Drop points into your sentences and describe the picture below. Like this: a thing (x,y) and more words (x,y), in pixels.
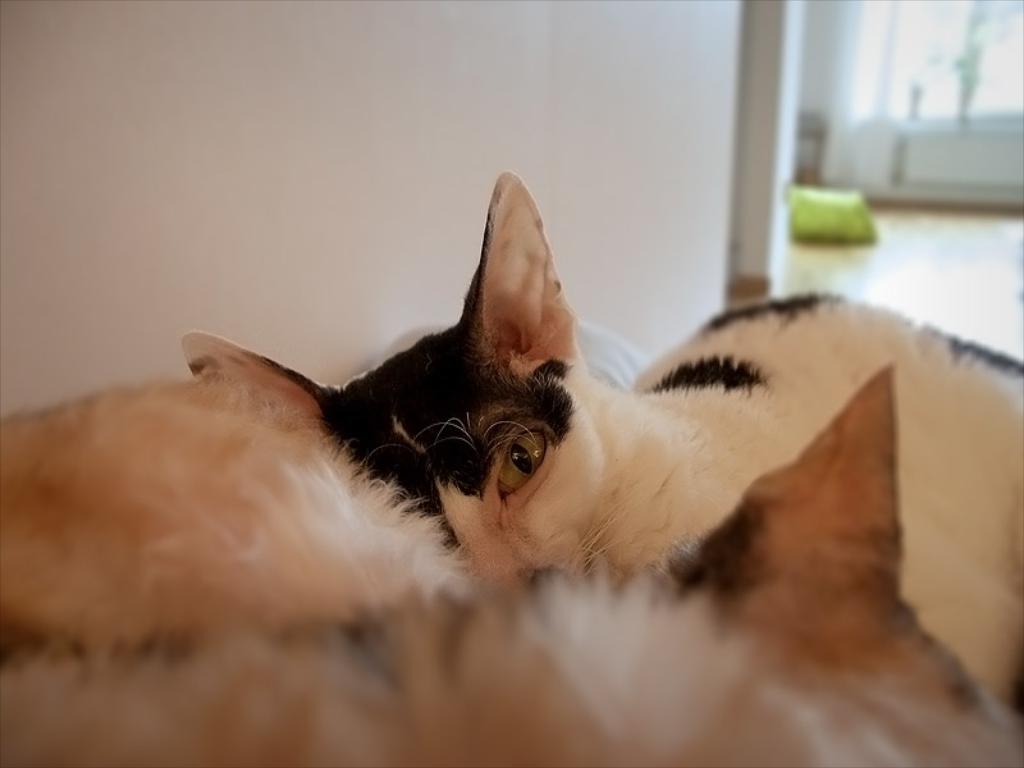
In this picture there are cats (445,502) which are in brown and white in color. On the top (467,158), there is a wall (669,157).
